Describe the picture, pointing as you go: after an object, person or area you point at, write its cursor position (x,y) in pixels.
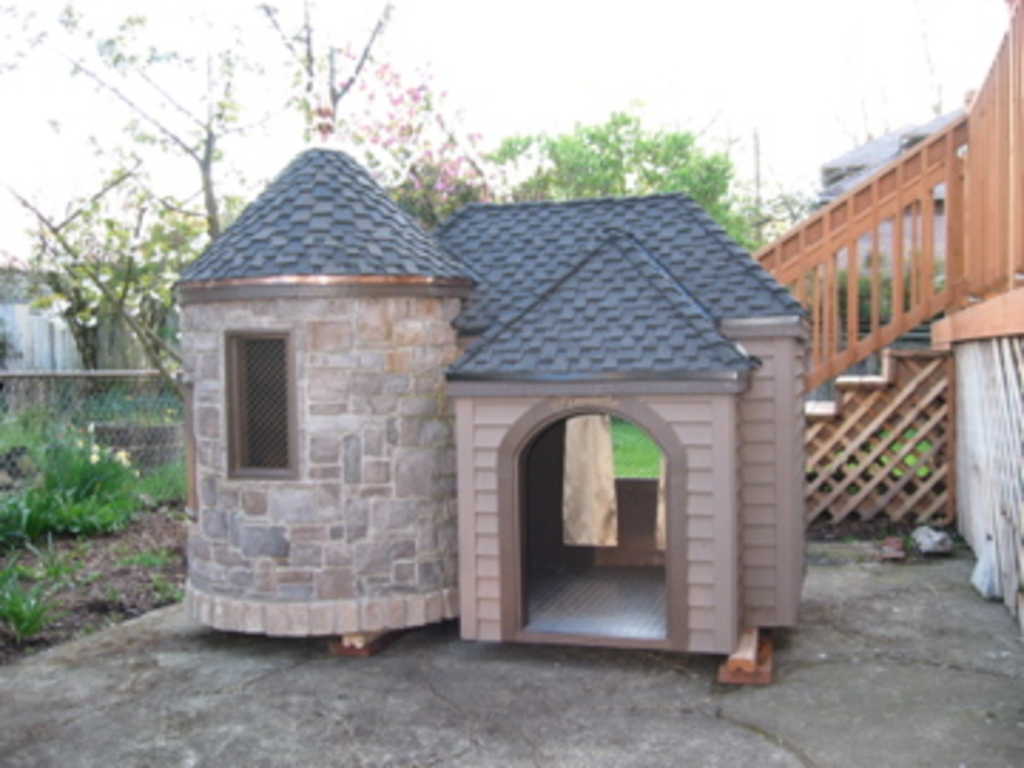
In this picture there are buildings (537,211) and trees (437,177). On the right side of the image (1019,212) there is a wooden staircase (897,255) and wooden railing (919,200). In the foreground (424,545) it looks like a wooden house (648,358). On the left side of the image (159,428) there is a fence (172,455) and there is a wall (168,438) and there are plants (14,565). At the top (629,33) there is sky (582,16). At the bottom (310,721) there is a floor (352,695) and there is ground (79,585).
